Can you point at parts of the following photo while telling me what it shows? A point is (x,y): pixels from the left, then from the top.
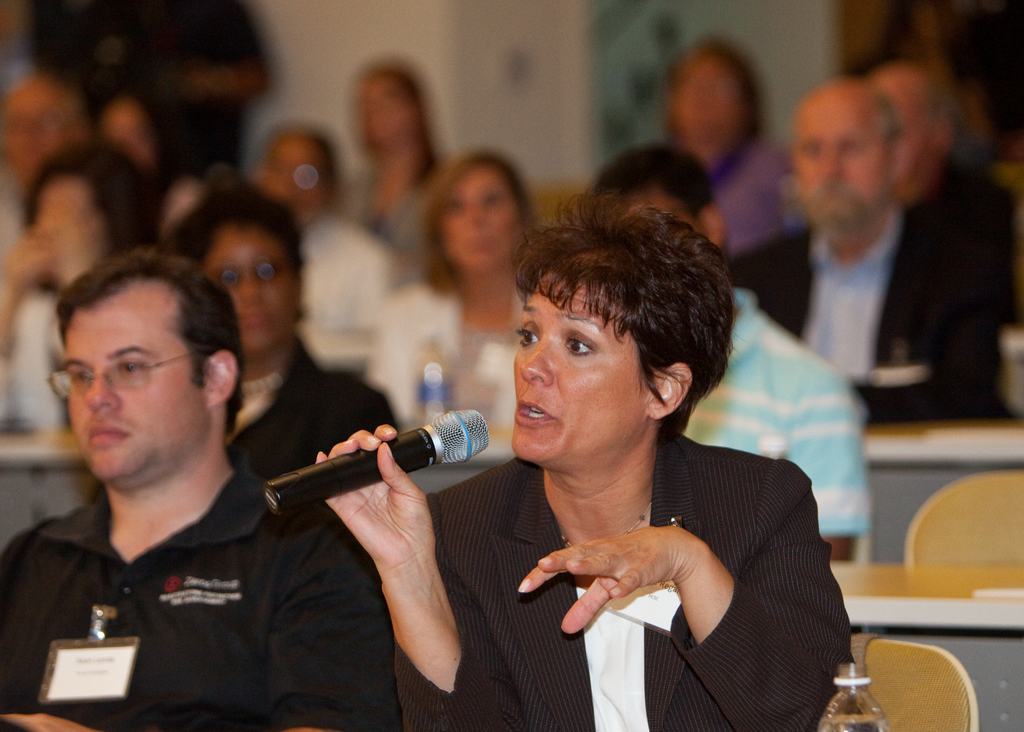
It is a picture, a woman (571,482) is talking something she is sitting in the front (667,486) row there is a man (94,543) to the left side of her, in the background (220,175) there are some other people (325,145) and the wall (496,78) is of white color.
